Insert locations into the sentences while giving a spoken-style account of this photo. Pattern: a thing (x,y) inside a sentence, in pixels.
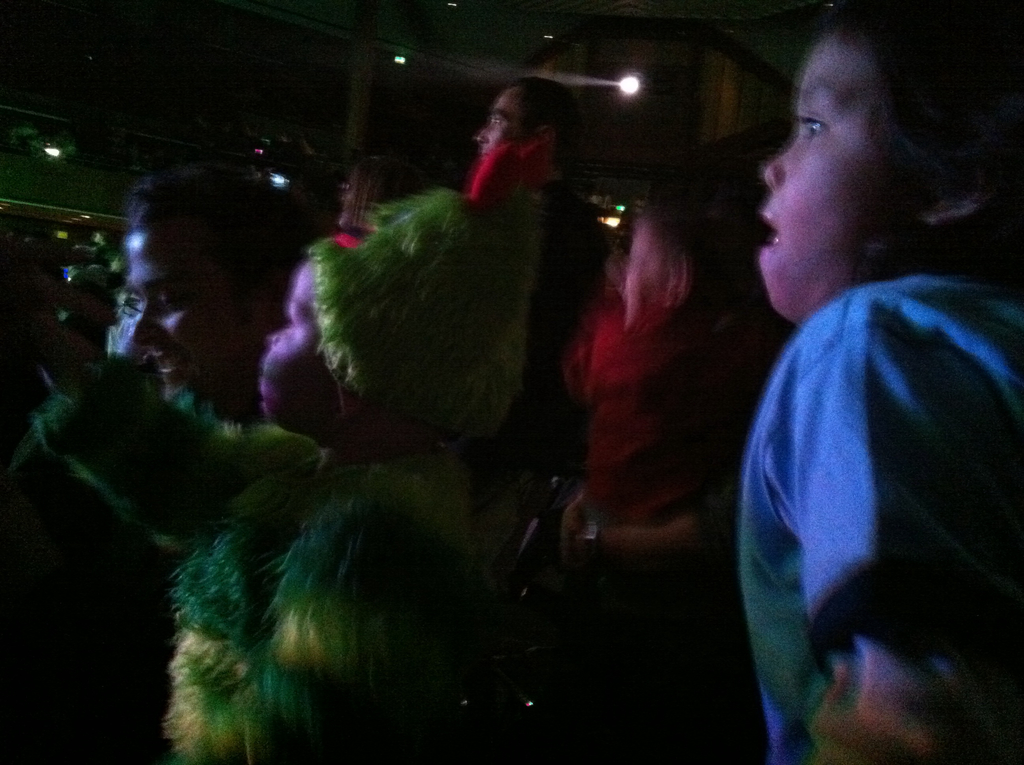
In this image I can see there are persons (809,426). And one person (368,436) is dressed up with the costume (362,331). And at the top (630,81) there are lights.
